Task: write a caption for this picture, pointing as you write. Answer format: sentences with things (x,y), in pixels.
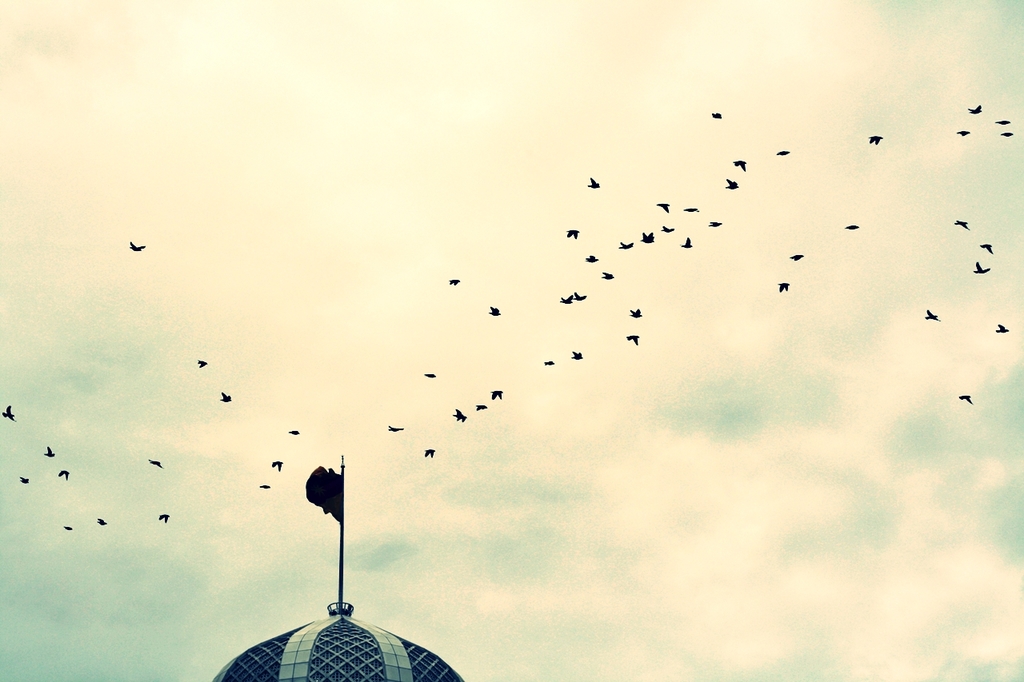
In this image I can see top part of a building (379,646) in the front (286,645) and on it I can see a flag (309,481). I can also see number of birds (636,318) in the air (303,588) and in the background (403,478) I can see clouds (720,416) and the sky (617,203).
